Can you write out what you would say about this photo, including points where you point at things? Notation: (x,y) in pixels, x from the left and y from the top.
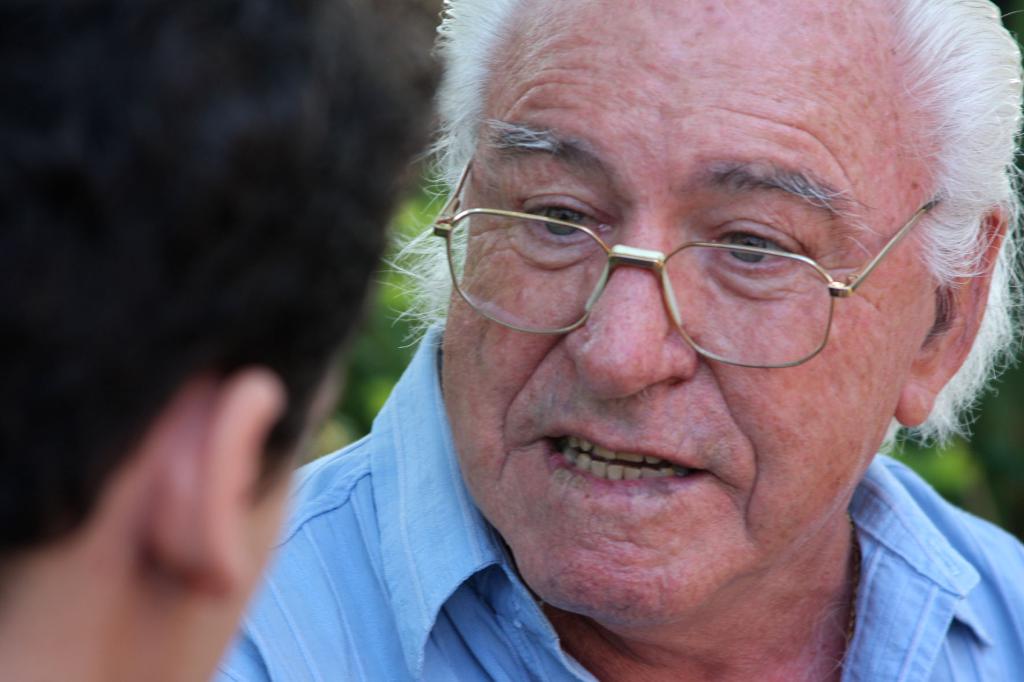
This person (764,320) wore spectacles (534,271) and looking at the opposite person (147,186). Background (359,360) it is blur.
